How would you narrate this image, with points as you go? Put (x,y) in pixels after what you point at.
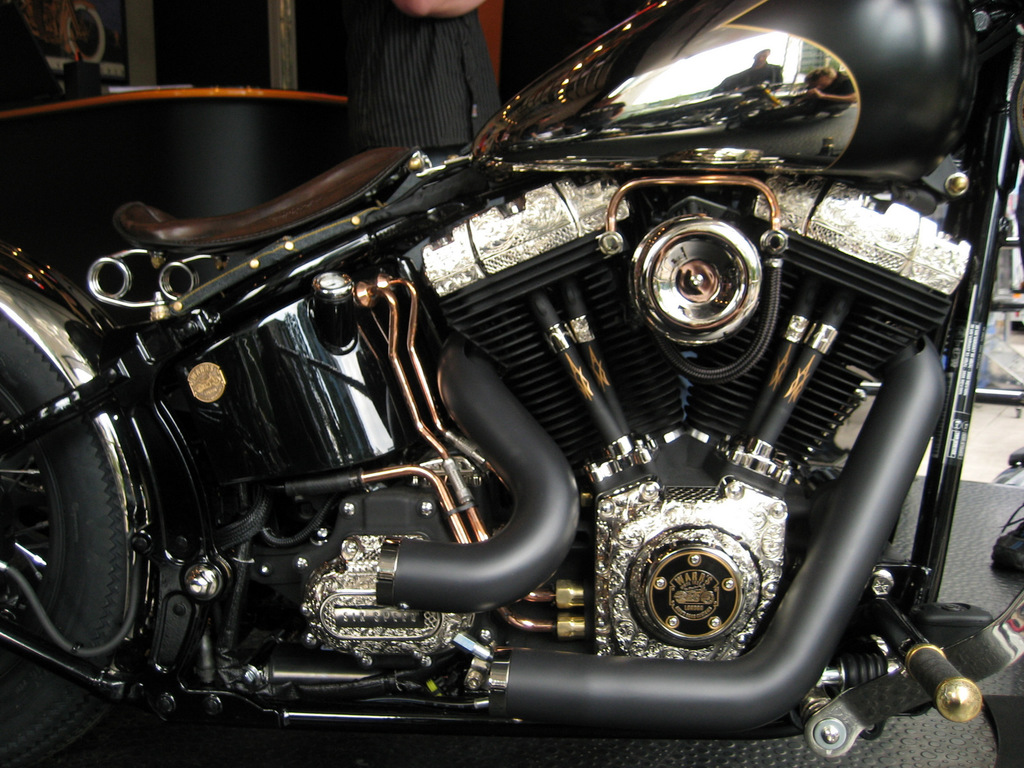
In the foreground of this picture (479,397), there is a bike (561,395) and in the background (404,115) there is a man (425,38).
